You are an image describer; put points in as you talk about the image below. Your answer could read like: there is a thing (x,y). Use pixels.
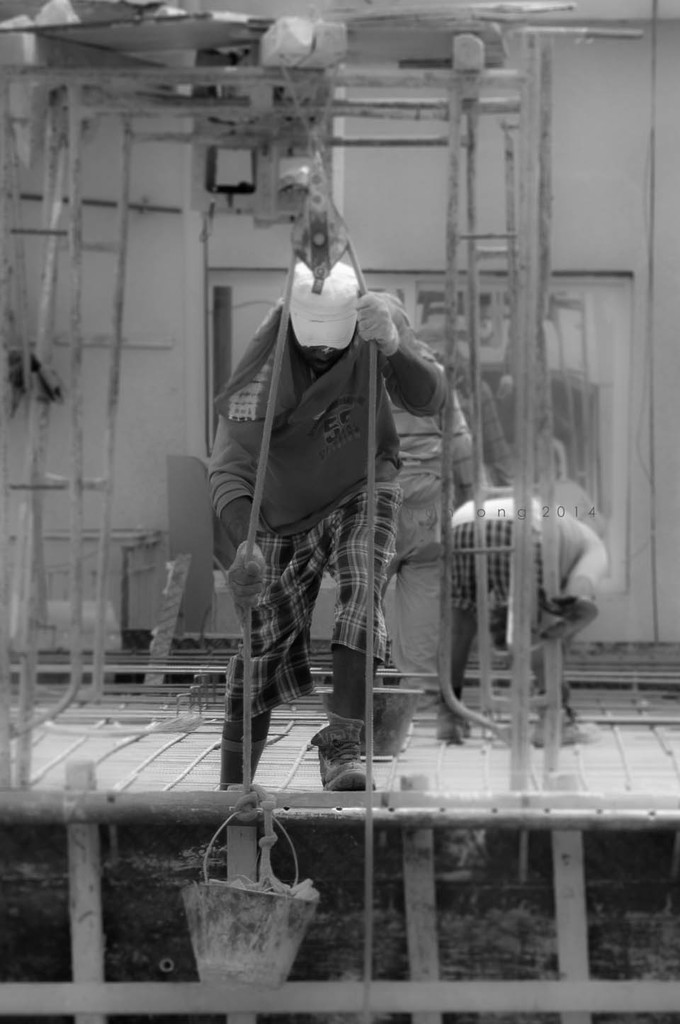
In this black and white image a person (398,368) is pulling a bucket (218,831) with the help of rope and at the back (458,593) there are some people (400,505).
